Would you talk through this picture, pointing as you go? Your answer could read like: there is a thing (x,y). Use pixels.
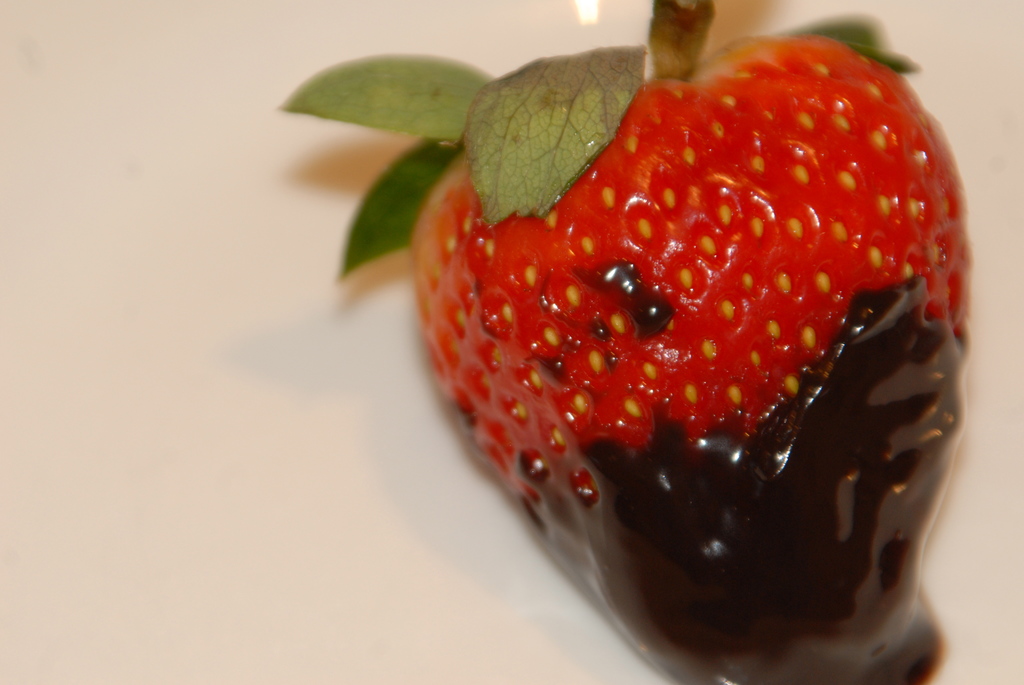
In this picture there is a strawberry (755,84) and there are leaves (856,22) and there is chocolate (874,406) on the strawberry (768,310). At the bottom (71,521) there is a white background (938,90).
